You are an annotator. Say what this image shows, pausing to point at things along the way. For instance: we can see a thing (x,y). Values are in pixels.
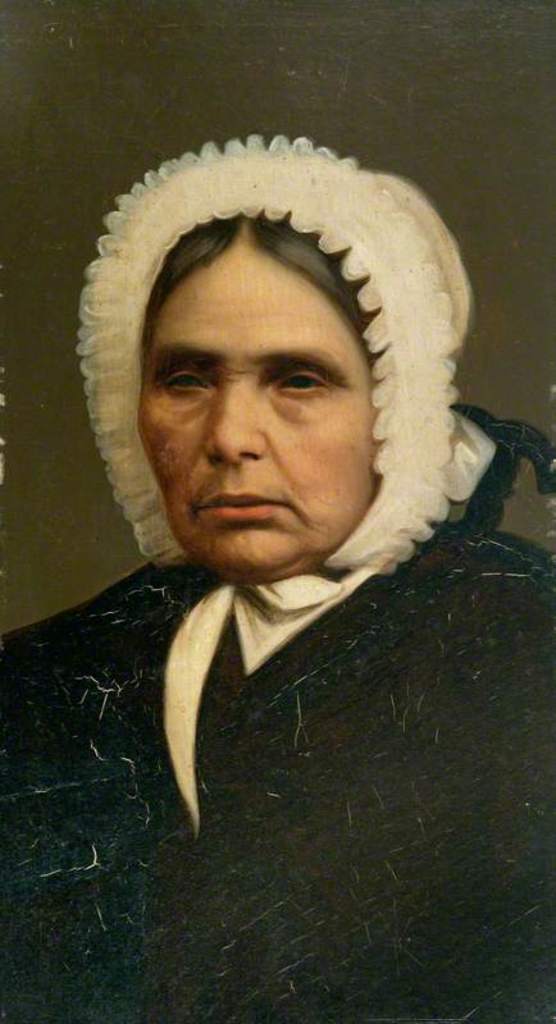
In the picture we can see a woman (519,867) wearing a sweater (405,864) which is black in color and a cap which is white in color.
